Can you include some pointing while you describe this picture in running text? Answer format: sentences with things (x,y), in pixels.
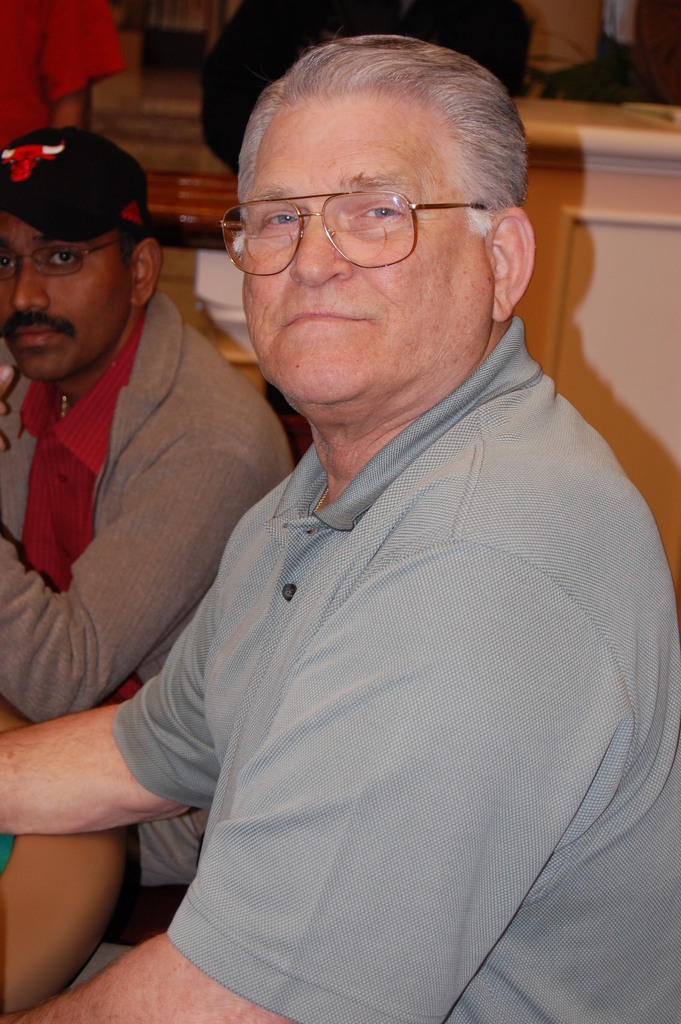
In this picture we can see there are two people (238,697) with spectacles (61,272) and a person (45,159) with a cap (76,156). Behind the people (169,398) there are two people (52,45) standing and some objects (581,149).
